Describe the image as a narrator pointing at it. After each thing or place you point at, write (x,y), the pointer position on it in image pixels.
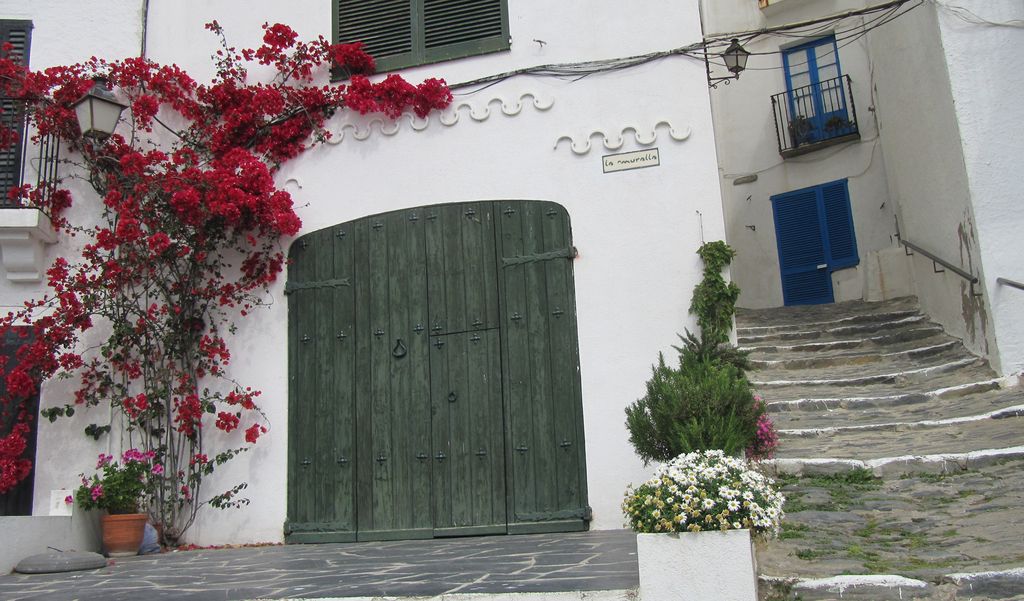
There is a house (844,156) with a window (825,77) and door (455,371), these are plants (667,385) and stairs (868,455).
